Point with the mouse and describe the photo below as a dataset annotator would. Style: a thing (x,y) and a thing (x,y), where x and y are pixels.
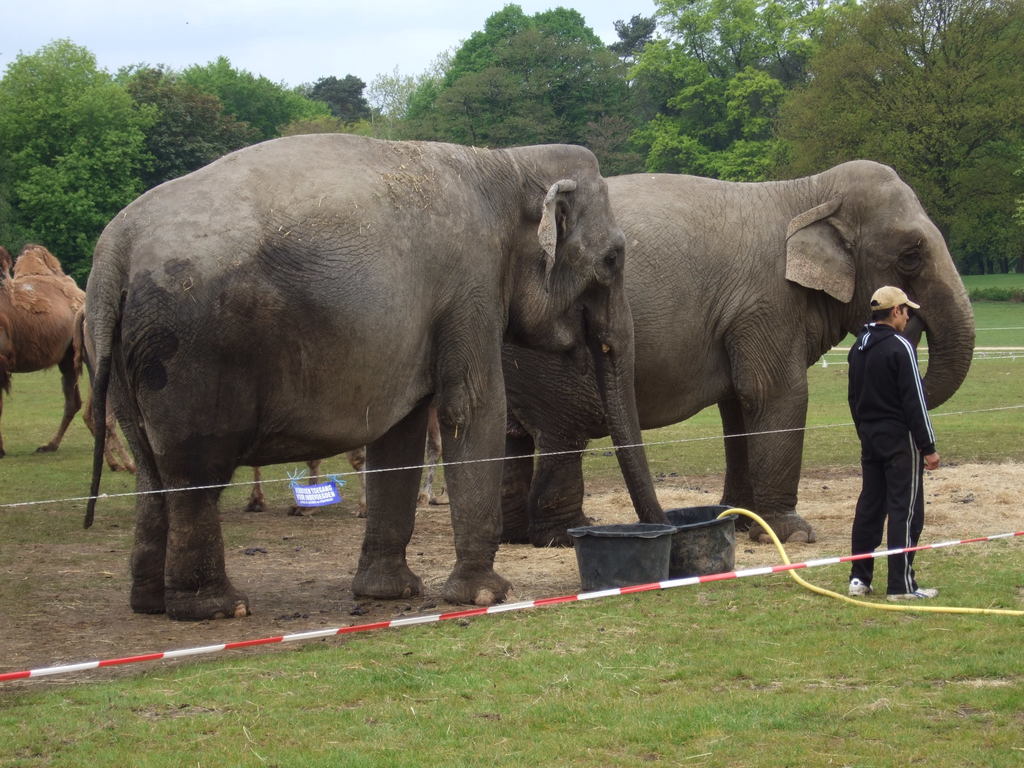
In this image we can see some animals (484,413) on the ground (753,650), there are some trees (700,161), grass (722,689), tubs (633,580) and a pipe (834,593), in the background (270,5), we can see the sky (212,38).
